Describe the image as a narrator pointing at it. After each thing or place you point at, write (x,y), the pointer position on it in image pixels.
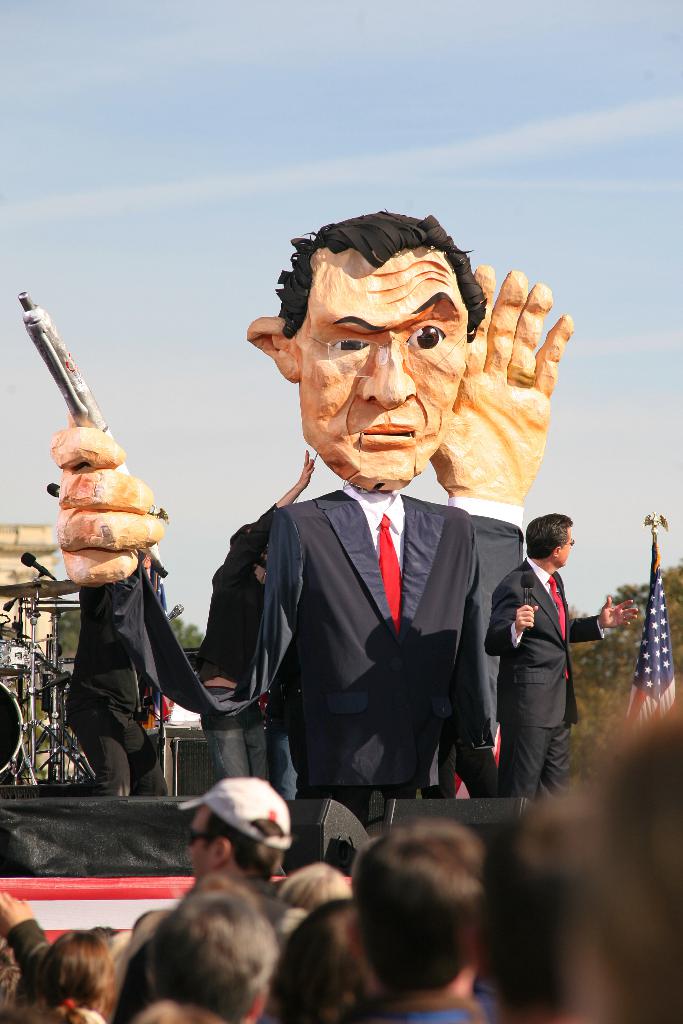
In this picture we can see a group of people (226,902) standing and some people (240,771) standing on the stage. A man (503,622) in the black blazer (507,608) is holding a microphone (524,591) in hand (526,619). Behind the people (528,655) there is a flag (661,687), musical instruments (39,721) and a statue (114,611). Behind the statue (159,635) there are trees (198,635) and the sky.
